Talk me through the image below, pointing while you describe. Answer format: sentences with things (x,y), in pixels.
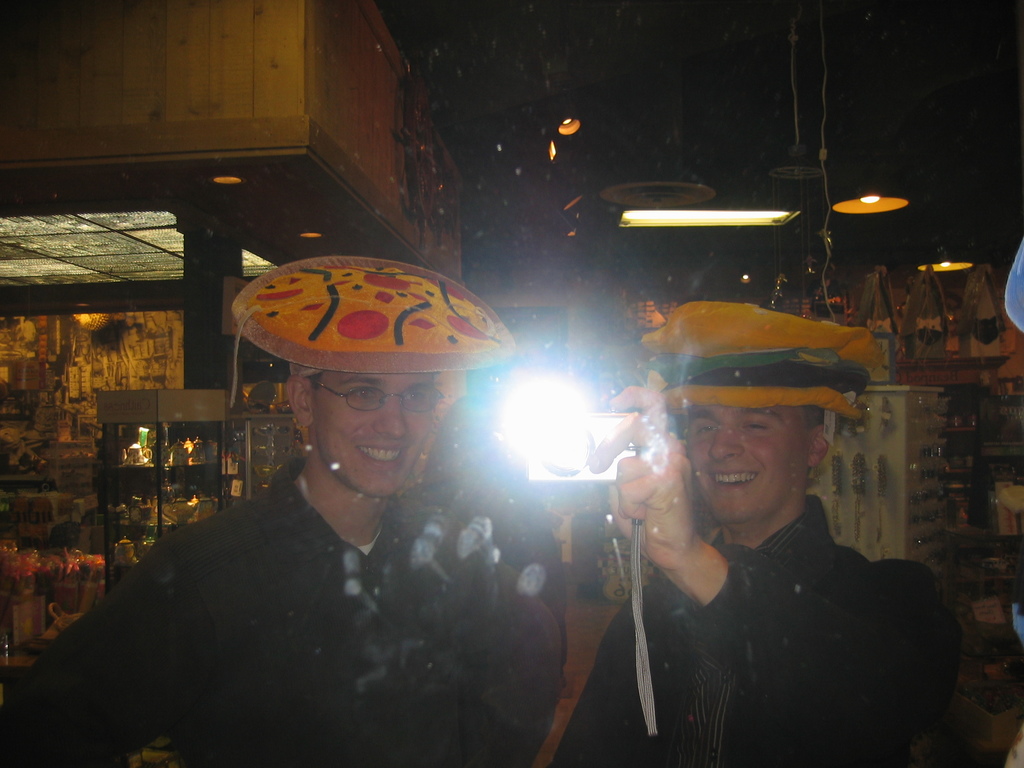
On the left side (248,511), there is a person (431,677) wearing a cap (469,342), smiling and standing. On the right side (937,632), there is a person (952,680), wearing a cap (823,354), smiling, standing and holding a camera (586,430) which is having a flash (550,380). In the background (628,555), there are lights (866,204) attached to the roof (233,188) and there are other objects (1,566).
